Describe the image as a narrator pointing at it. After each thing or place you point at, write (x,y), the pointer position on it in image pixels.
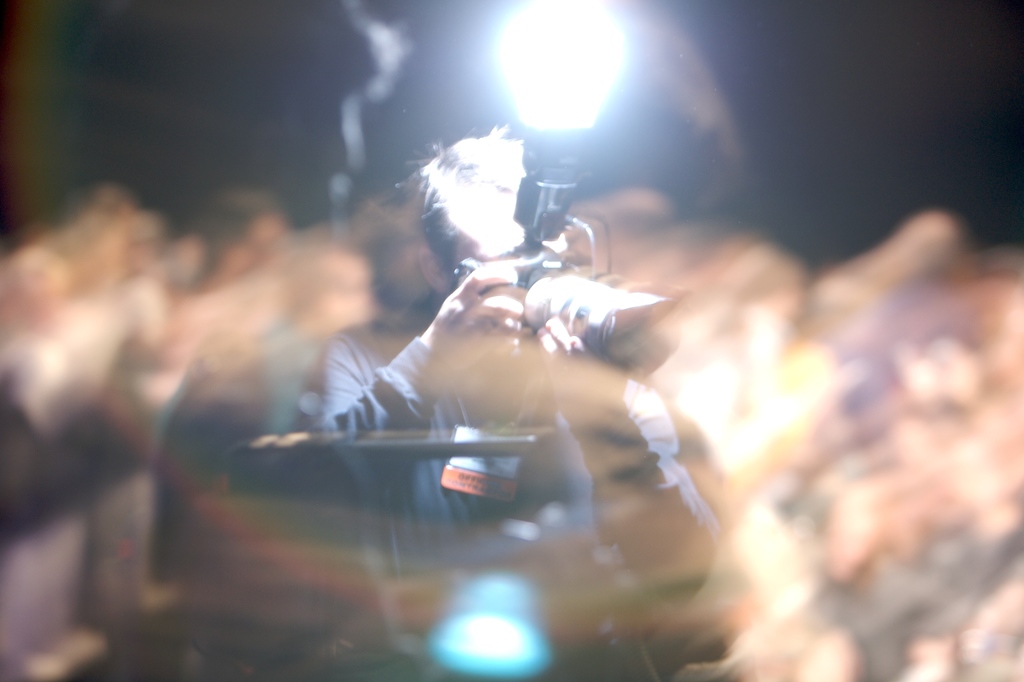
In this picture we can see a person (473,416) holding a digital camera (545,316), there is a blurry background (844,170), we can see a flash (557,97) at the top of the picture (560,69).
